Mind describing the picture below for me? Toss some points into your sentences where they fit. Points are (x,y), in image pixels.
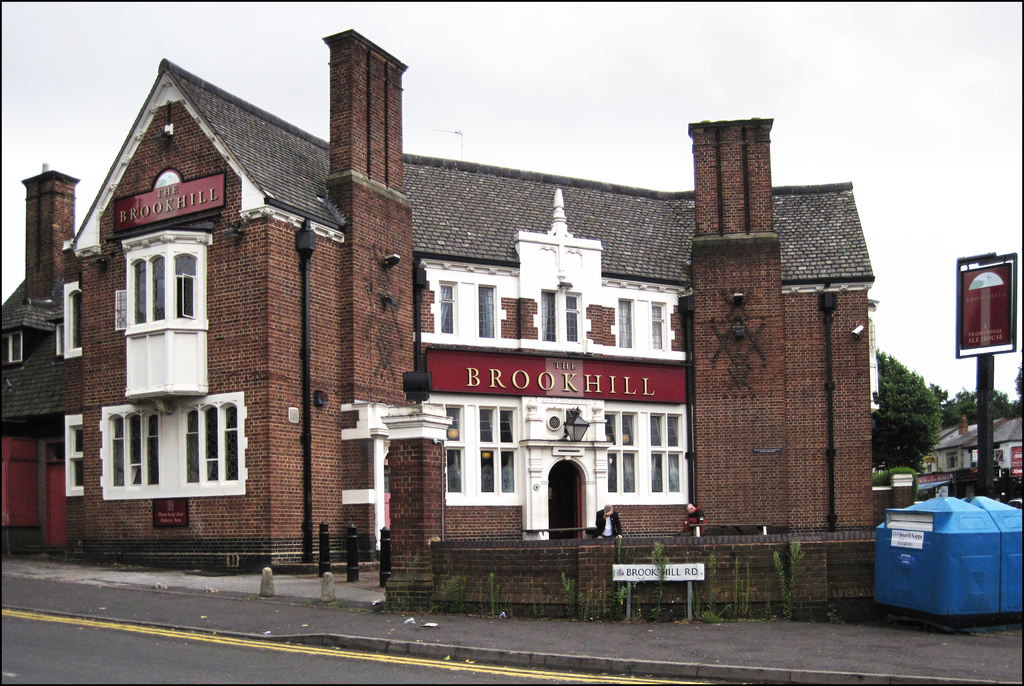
In the image we can see a building (147,409) and these are the windows (231,419) of the building (239,420). We can even see there are trees (915,405) and here we can see a pole (989,360) and a board (994,340). There are even people (607,525) wearing clothes (691,515), here we can see a road (91,632), garbage bin (966,567), text (178,203) and white sky (433,69).
